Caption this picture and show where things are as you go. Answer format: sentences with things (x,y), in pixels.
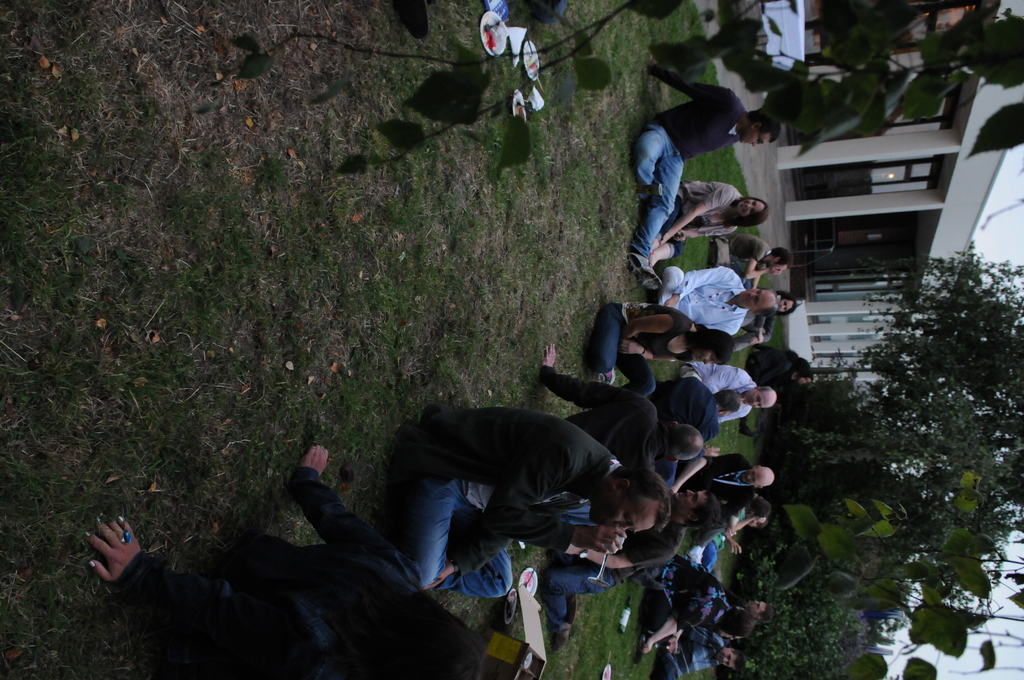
In this image we can see a few people (603,366) sitting on the ground (532,550), there are some plates (517,94), papers (516,44), plants (522,122), trees (512,132) and other objects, also we can see a building (866,237) with pillars (867,203) and doors (841,295).
